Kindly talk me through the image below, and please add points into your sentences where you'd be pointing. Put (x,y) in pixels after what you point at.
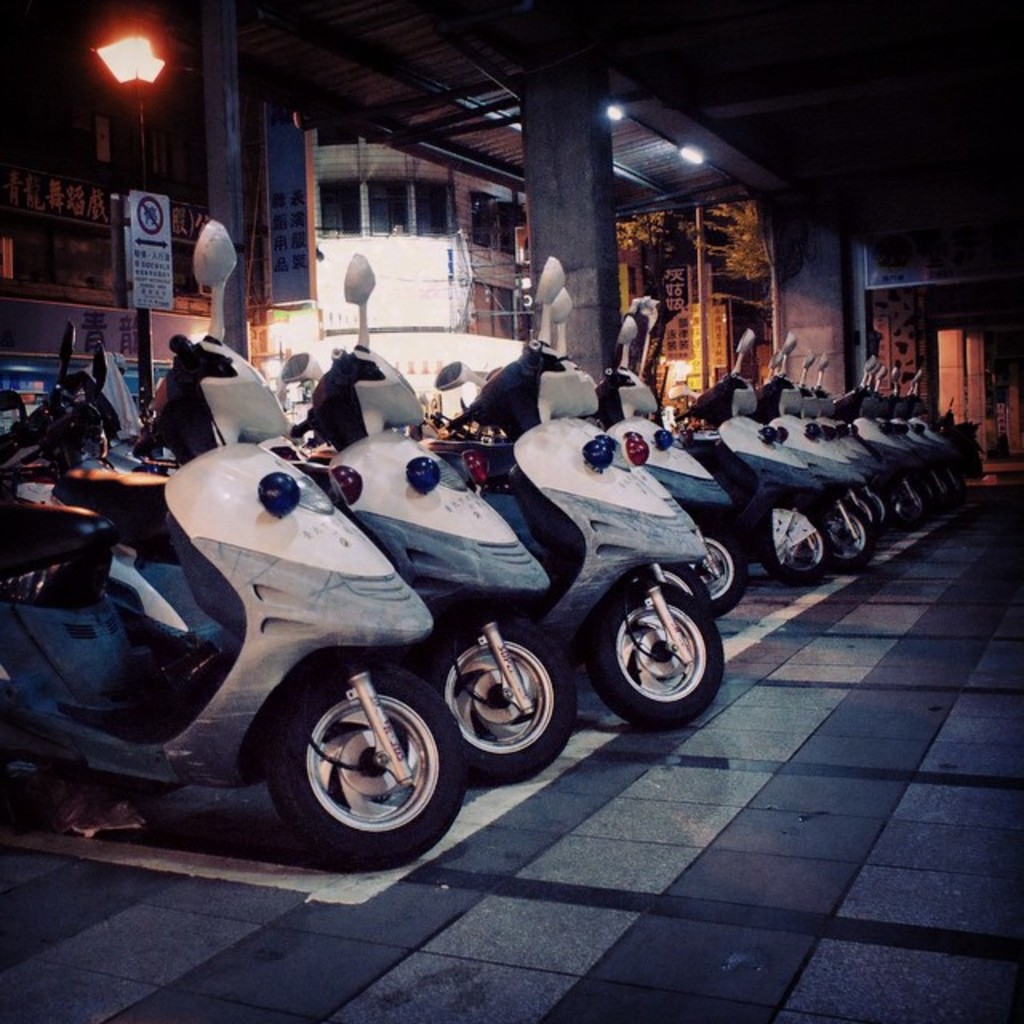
As we can see in the image there are motorcycles (645,576), buildings (99,103), banner (121,322), lights (106,50) and there are white and blue color tiles (877,804).
